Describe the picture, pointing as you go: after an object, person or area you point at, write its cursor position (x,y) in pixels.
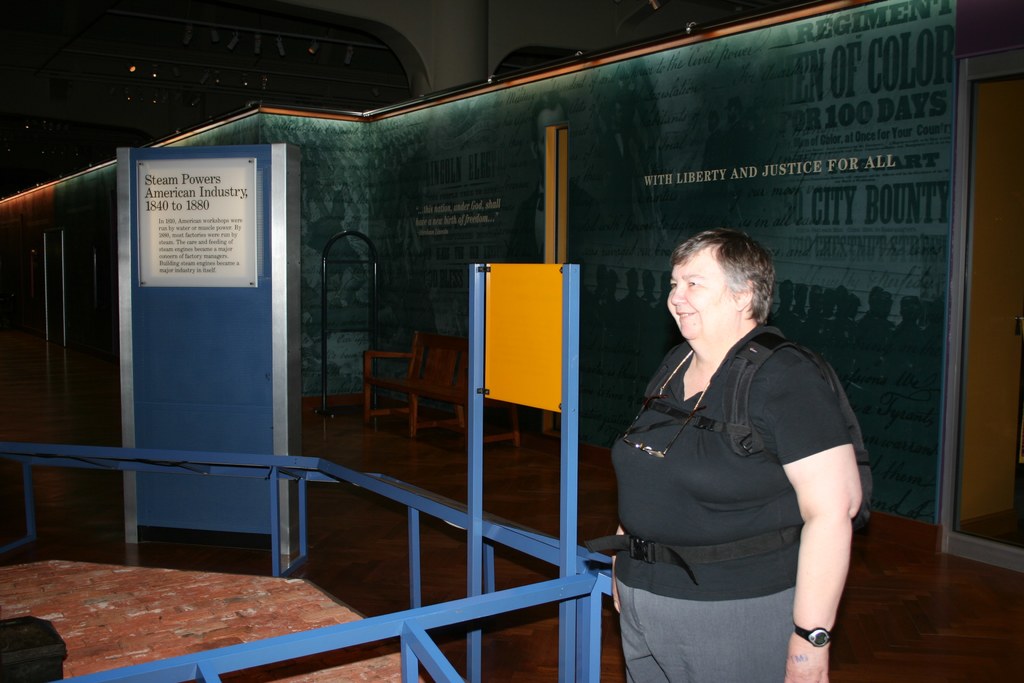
In this picture I can see a person (667,481) standing on the surface (602,464). I can see the metal fence (531,597). I can see the bench (429,371).
